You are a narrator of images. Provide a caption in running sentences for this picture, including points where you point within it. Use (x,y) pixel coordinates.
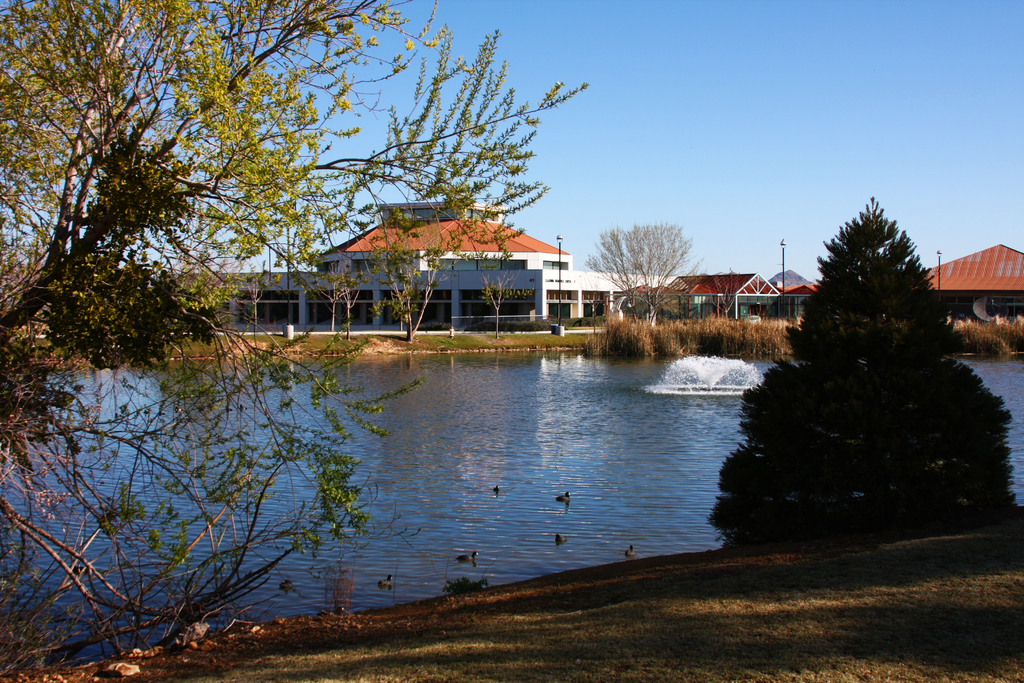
In this image I can see trees (861,377) in green color, a fountain (724,393), buildings (514,272) in white and brown color, few light poles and the sky (670,202) is in blue color.
